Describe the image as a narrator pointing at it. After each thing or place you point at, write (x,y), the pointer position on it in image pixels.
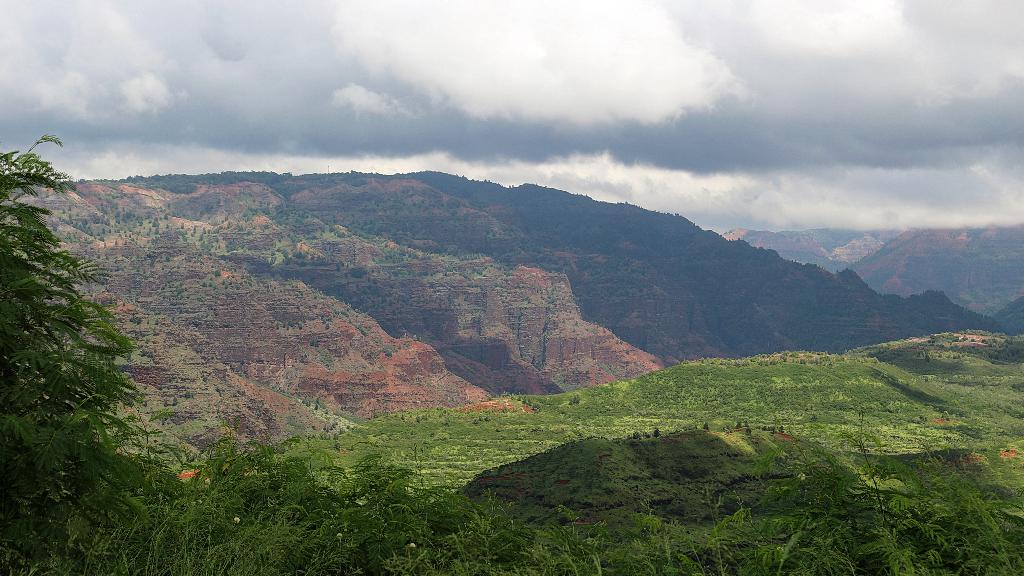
In this image in the front (349,483) there are plants (717,539). In the center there is grass (674,422) on the ground (694,422) and in the background (380,211) there are trees (155,184) and the sky (642,130) is cloudy and there are mountains (825,251).
